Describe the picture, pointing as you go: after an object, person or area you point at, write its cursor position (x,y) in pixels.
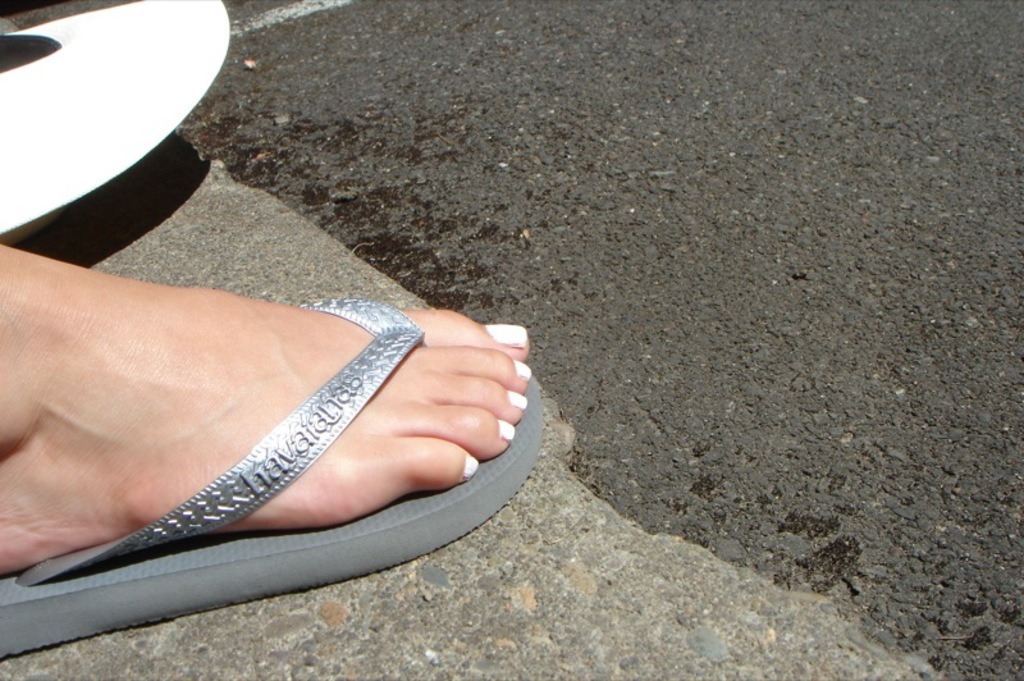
In this picture there is a leg (24,392) on the left side of the image (206,338).
